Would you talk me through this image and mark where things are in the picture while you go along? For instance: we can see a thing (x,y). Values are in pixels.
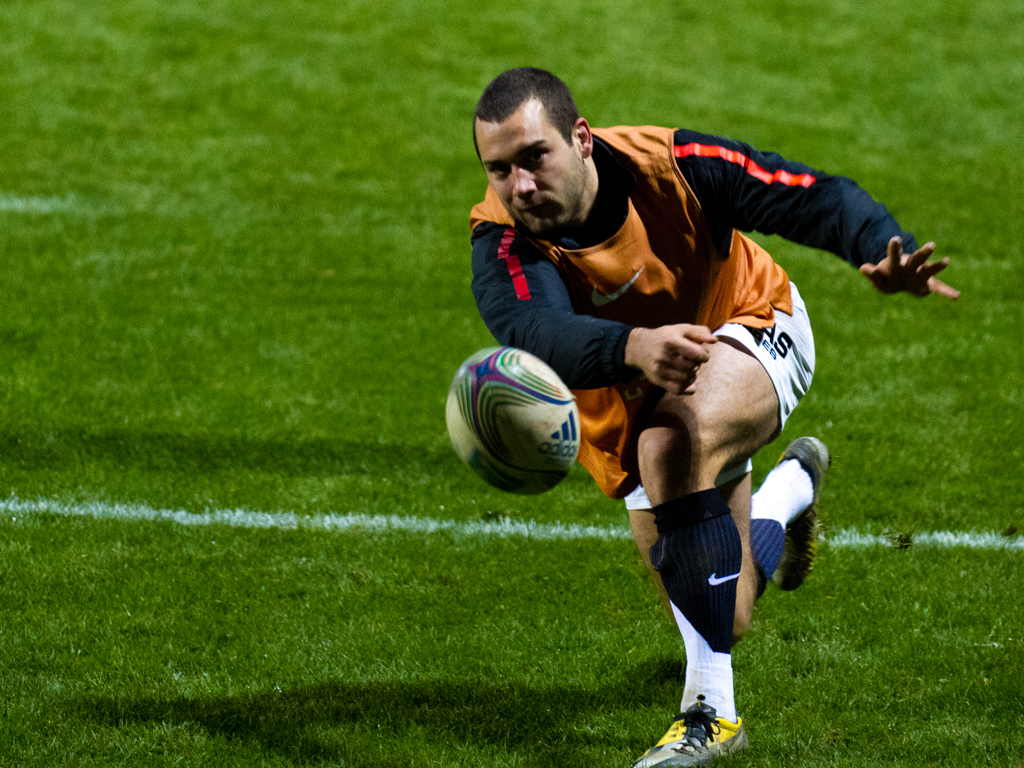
In this picture I can see a person (659,377) playing with ball (502,419) on the grass (41,523).
